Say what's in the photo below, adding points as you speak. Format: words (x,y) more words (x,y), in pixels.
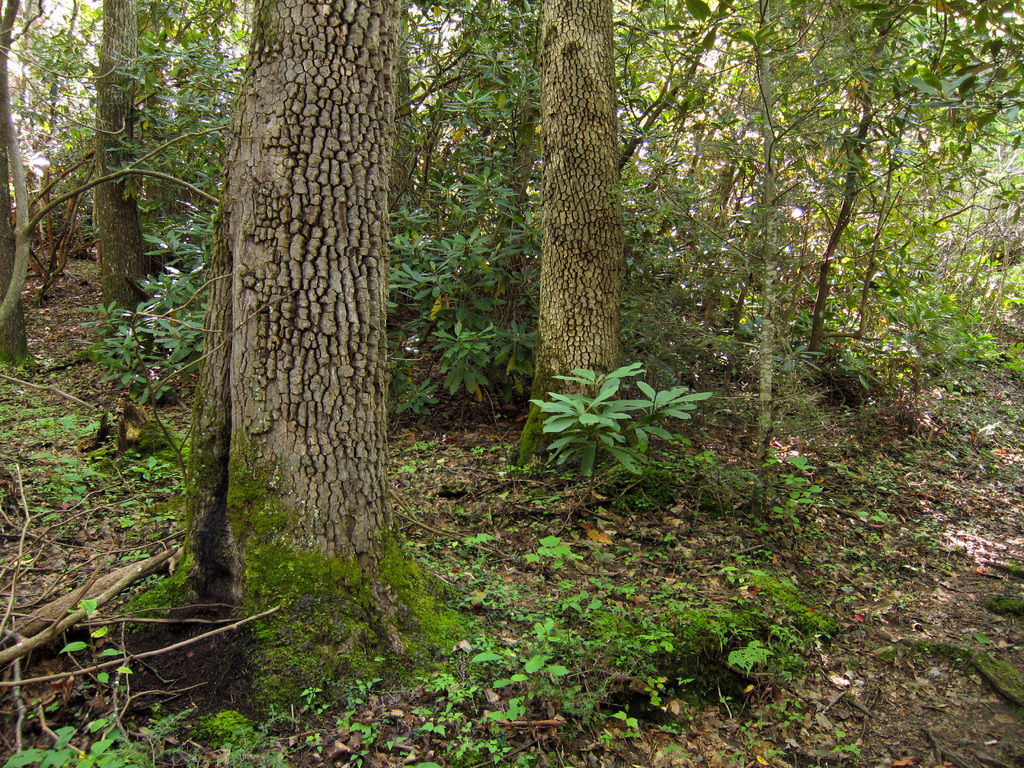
In this image I can see few trees (318,143) which are green, brown and ash in color on the ground (783,472) which is brown in color. In the background (94,63) I can see the sky (77,19).
